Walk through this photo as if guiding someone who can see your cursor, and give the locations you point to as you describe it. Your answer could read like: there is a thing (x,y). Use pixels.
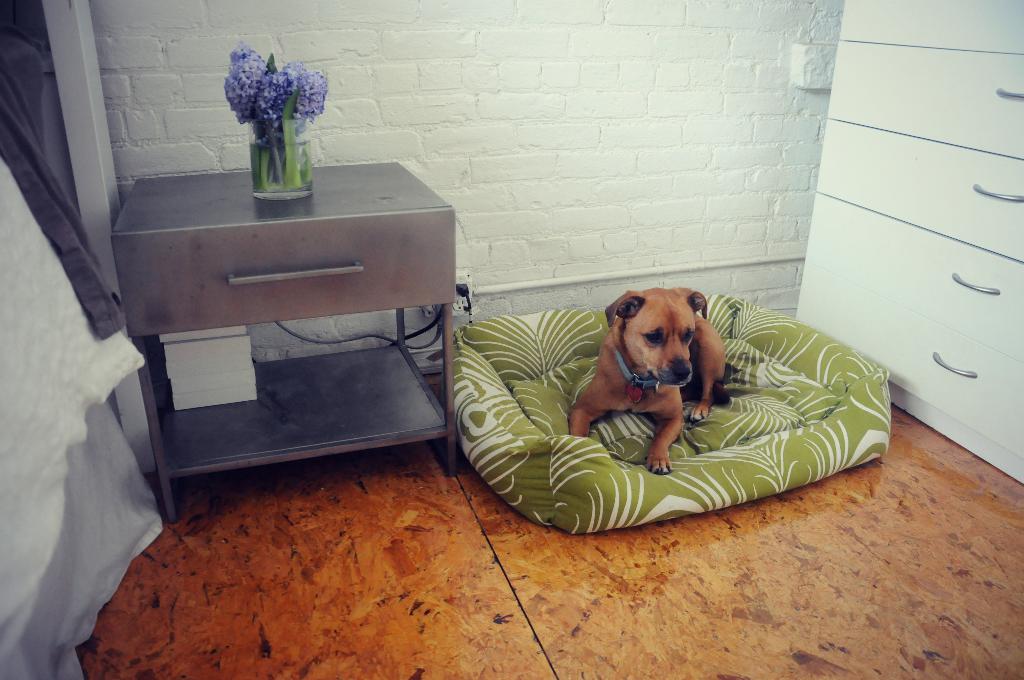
In this image I can see a dog (669,412) on the bed (697,466). To the left (195,202) there is a flower vase (290,174) on the table (266,294).
